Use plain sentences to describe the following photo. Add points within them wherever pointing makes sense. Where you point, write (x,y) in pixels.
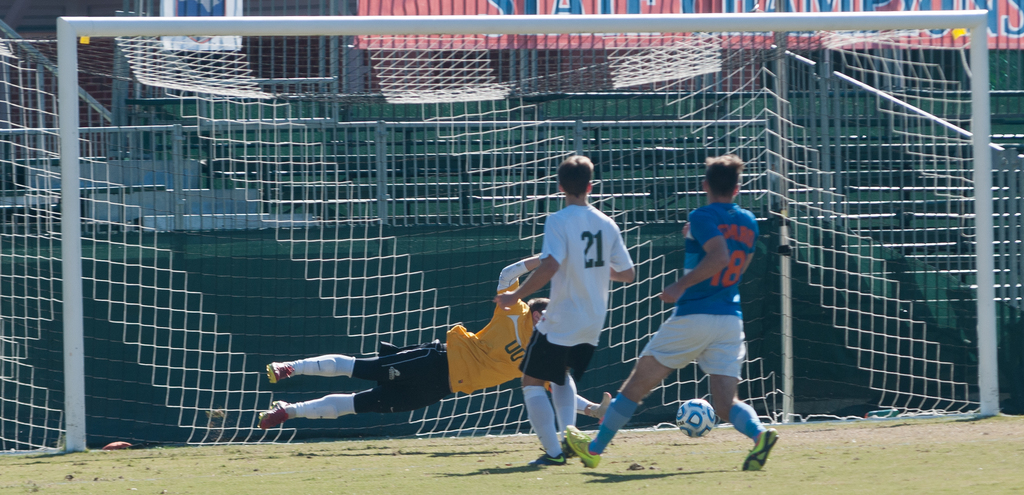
In this picture we can see the board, net (693,157), poles (826,162). We can see the men (720,310). We can see a man (384,385) wearing a yellow t-shirt (487,373). He is in the air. At the bottom portion of the picture (714,465) we can see the green grass (833,465).
